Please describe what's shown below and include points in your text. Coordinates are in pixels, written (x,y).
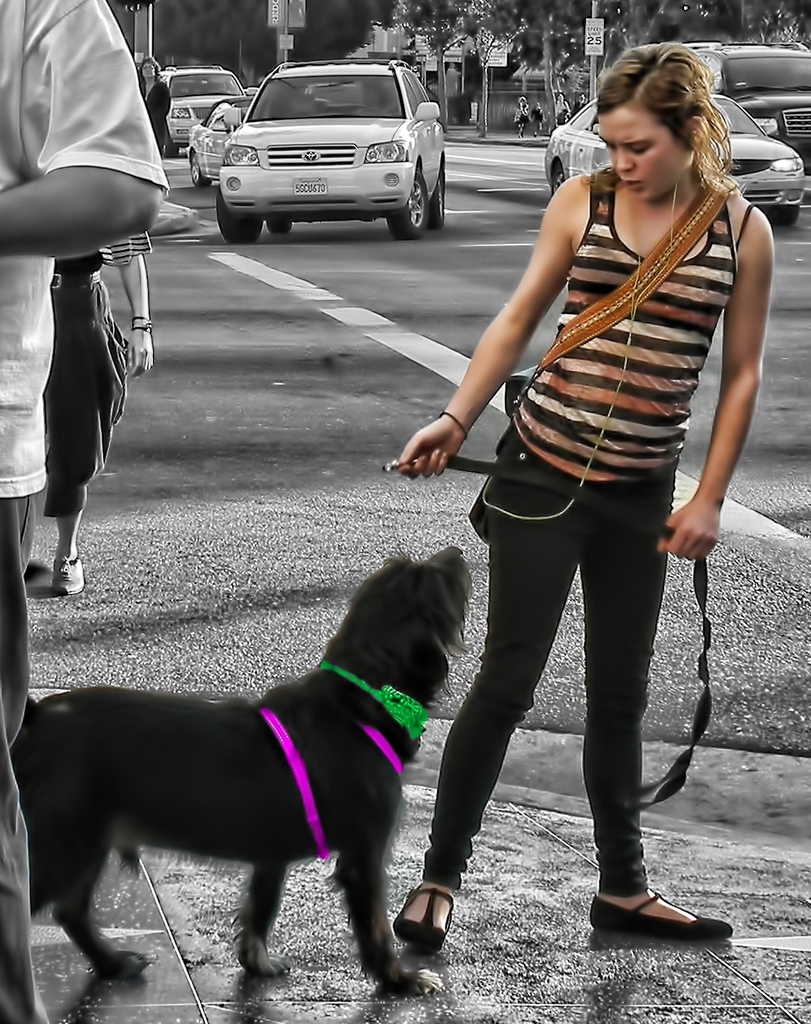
In this picture we can see woman (657,212) and in front of this woman (526,569) we can see dog (279,757) looking at her and in the background (268,316) we can see car (361,147) on road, trees (536,38), pole (591,73), sign board (595,31) and some more persons (114,212).
